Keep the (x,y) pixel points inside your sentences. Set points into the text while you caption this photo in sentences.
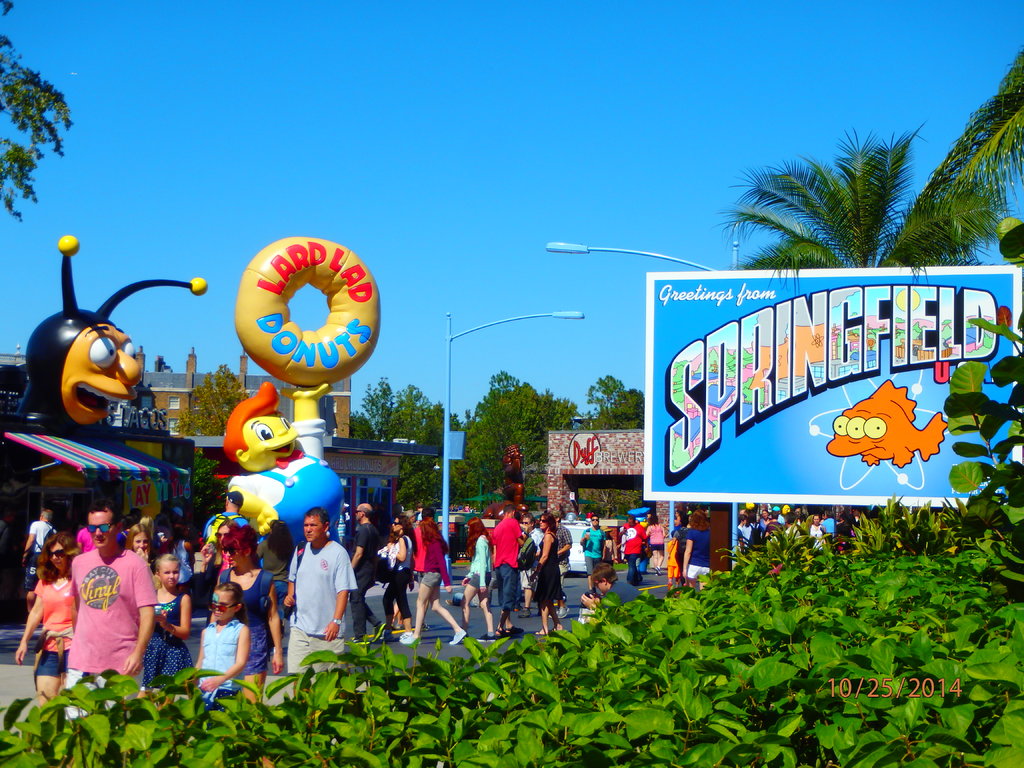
In this picture we can see some people (435,545) are walking on the road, behind we can see some toys (270,422), buildings (334,392), trees (357,418) and we can see board (826,415).
